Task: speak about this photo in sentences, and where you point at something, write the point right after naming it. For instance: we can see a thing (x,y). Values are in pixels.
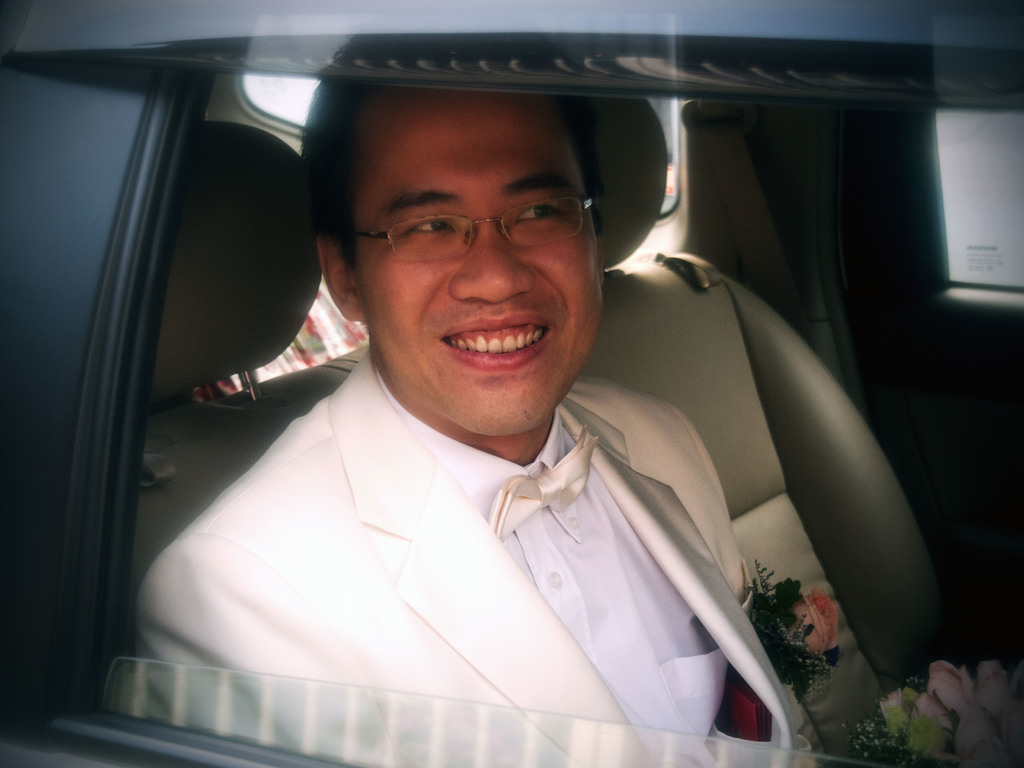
In this picture I can see a man (380,198) sitting in a vehicle (761,379) and I see that he is wearing a suit (335,511). I can also see that he is smiling. On the right side of this picture (823,595) I can see few flowers (1001,670).
